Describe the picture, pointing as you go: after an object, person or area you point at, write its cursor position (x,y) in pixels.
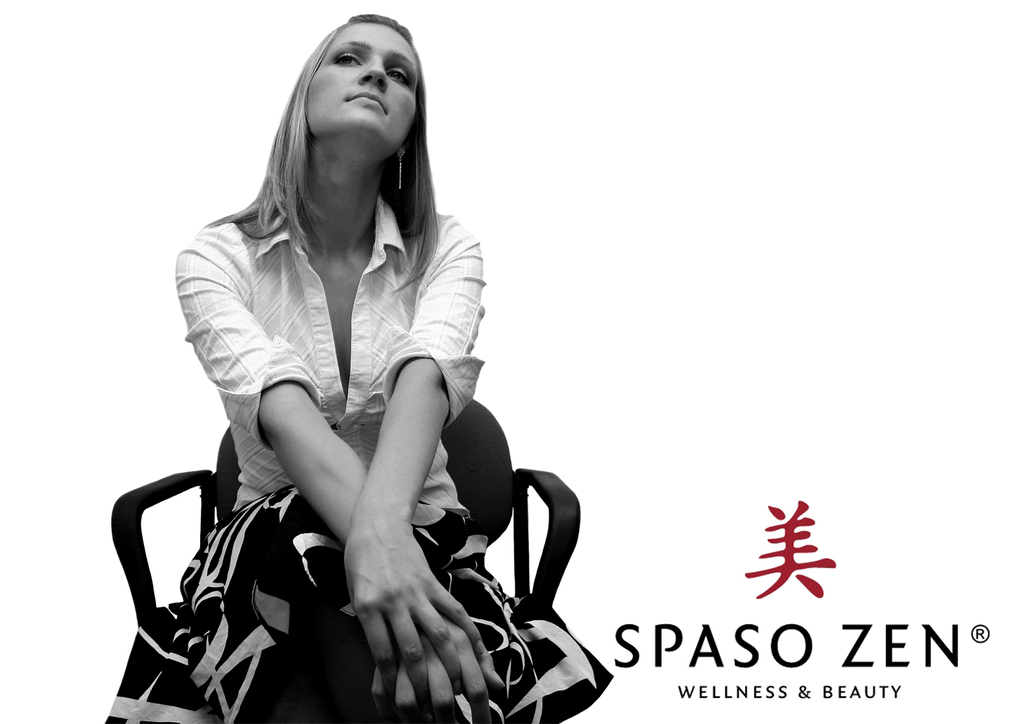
This is a black and white pic. We can see a woman (303,490) is sitting on a chair (208,519) on the left side (301,602) and on the right side (790,531) there is a logo (818,589) and text (805,632) written on the image. In the background (785,659) the image is white in color.
